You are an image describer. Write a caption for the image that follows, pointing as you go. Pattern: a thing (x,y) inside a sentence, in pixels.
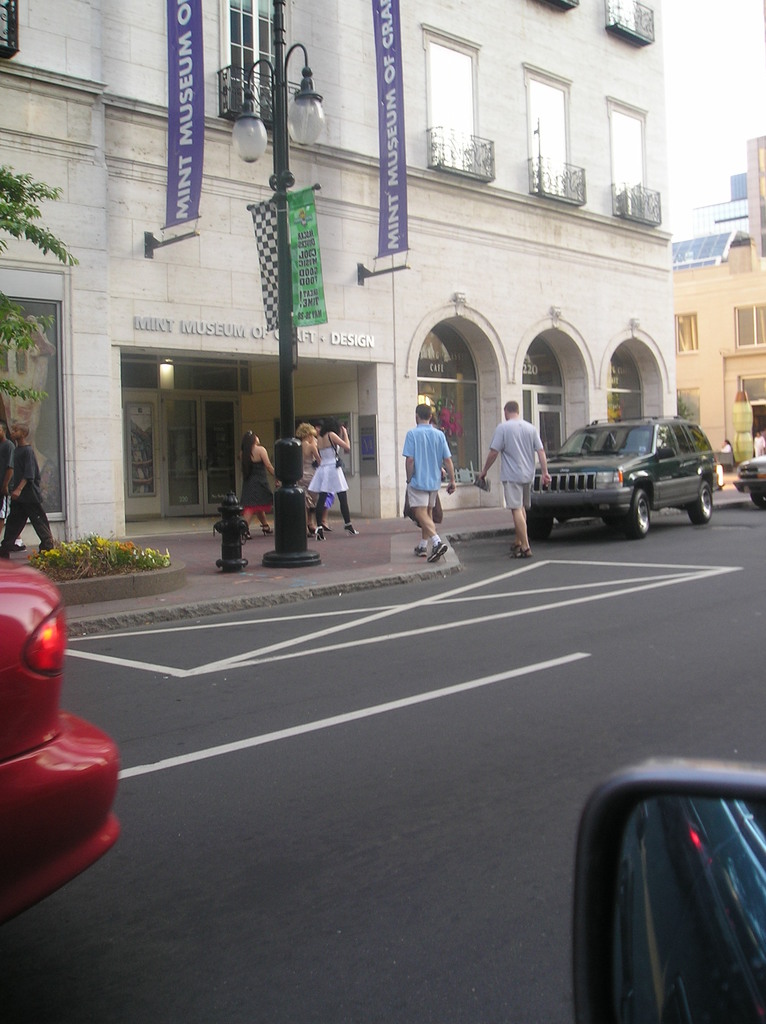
In this image I can see the road (238,761), few vehicles (12,638) on the road (225,743), the sidewalk (261,581), few persons (261,516) standing on the road (272,609), a pole (296,537), few banners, few lights (235,119), a tree (12,193) and a building (218,141). In the background (684,187) I can see the sky (680,132).
